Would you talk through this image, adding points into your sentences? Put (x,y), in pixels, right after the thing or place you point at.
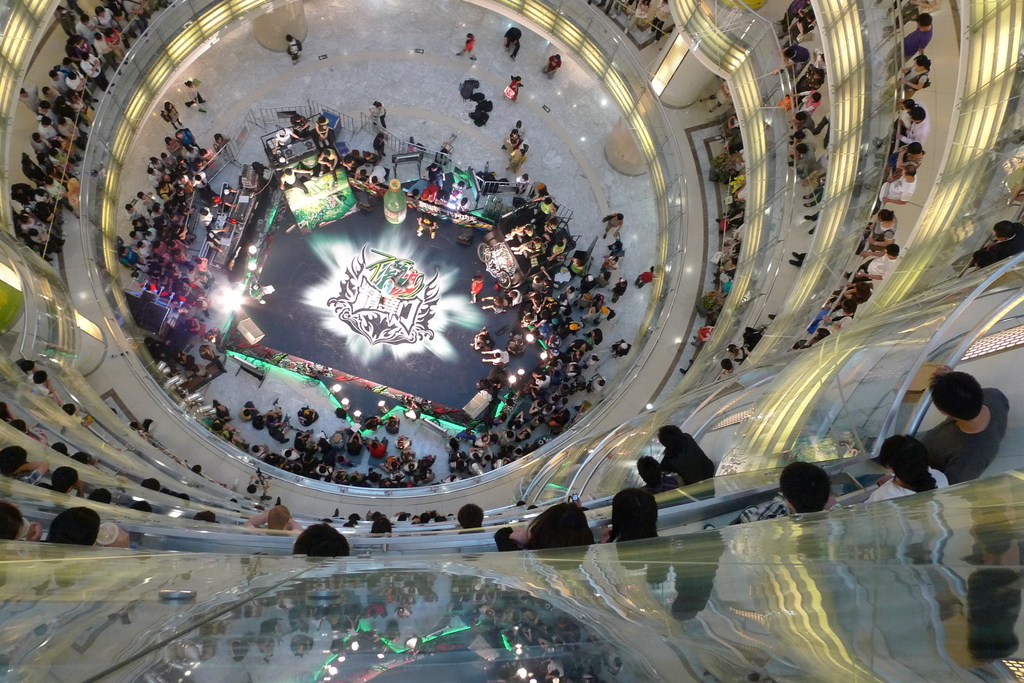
This image is taken from the top of a building (168,567) where we can see people (915,184) standing near railing (855,176) in each and every floor (703,218). In the background (382,146), there are people (558,400) standing around a stage (317,316), where we can see lights (232,310), few devices (255,332) and posters (318,201).
